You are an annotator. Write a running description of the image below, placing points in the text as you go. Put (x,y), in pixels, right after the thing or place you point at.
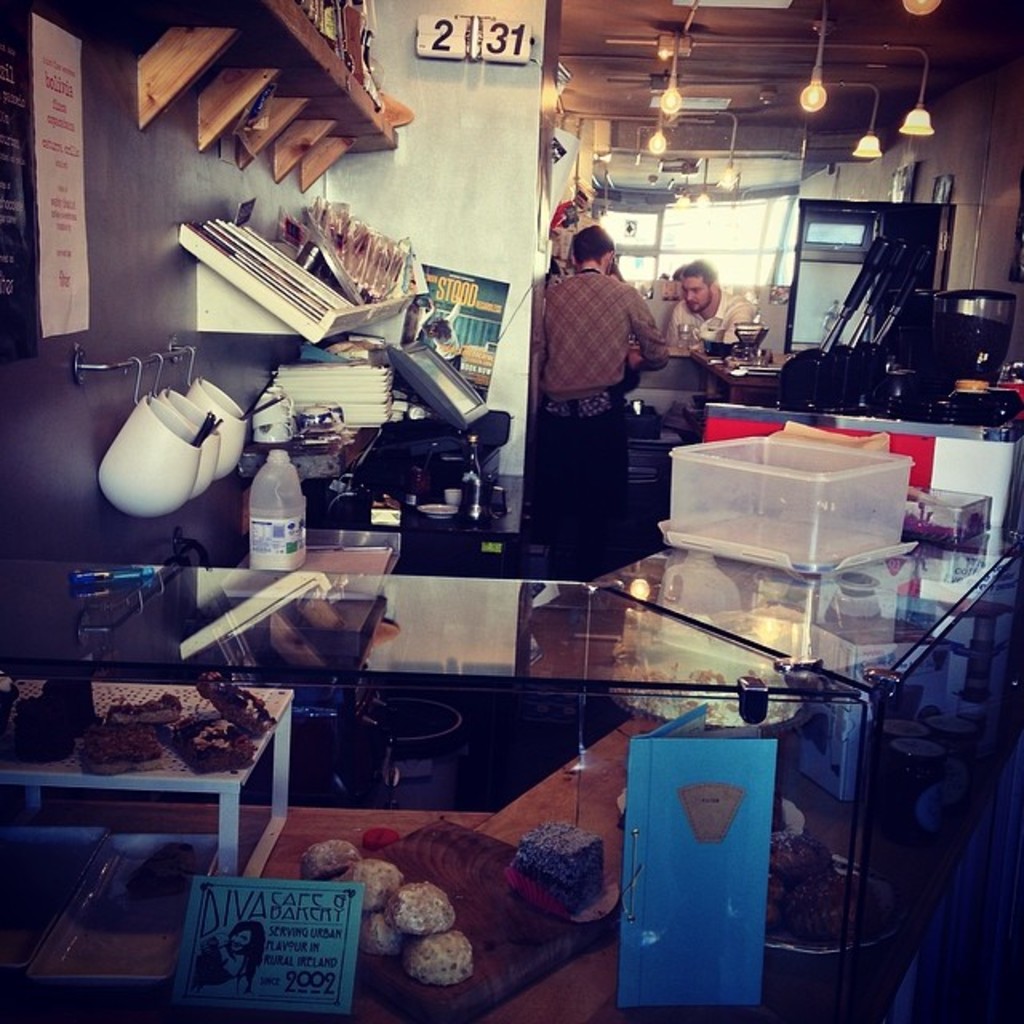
As we can see in the image there is a wall (446,69), bowls (153,453), bottle (250,543), food items (246,743), two people (548,377) over here and there is a tray (800,518).
